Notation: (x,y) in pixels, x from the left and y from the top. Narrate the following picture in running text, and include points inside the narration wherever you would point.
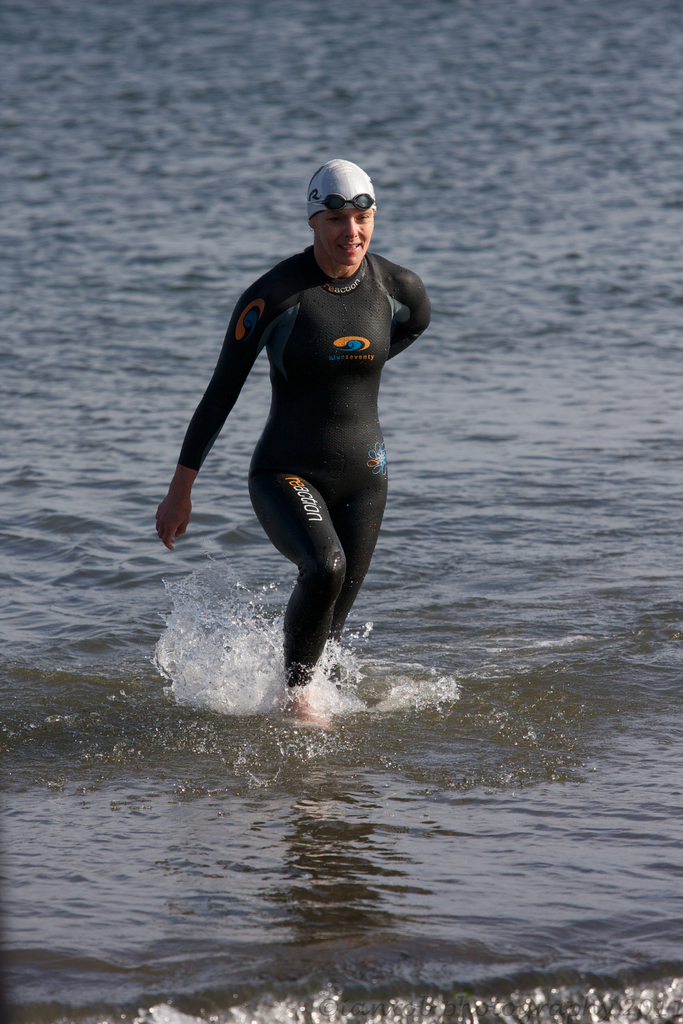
In this image I can see a person (365,332) is wearing black color dress (376,300) and I can see the water (401,609).
